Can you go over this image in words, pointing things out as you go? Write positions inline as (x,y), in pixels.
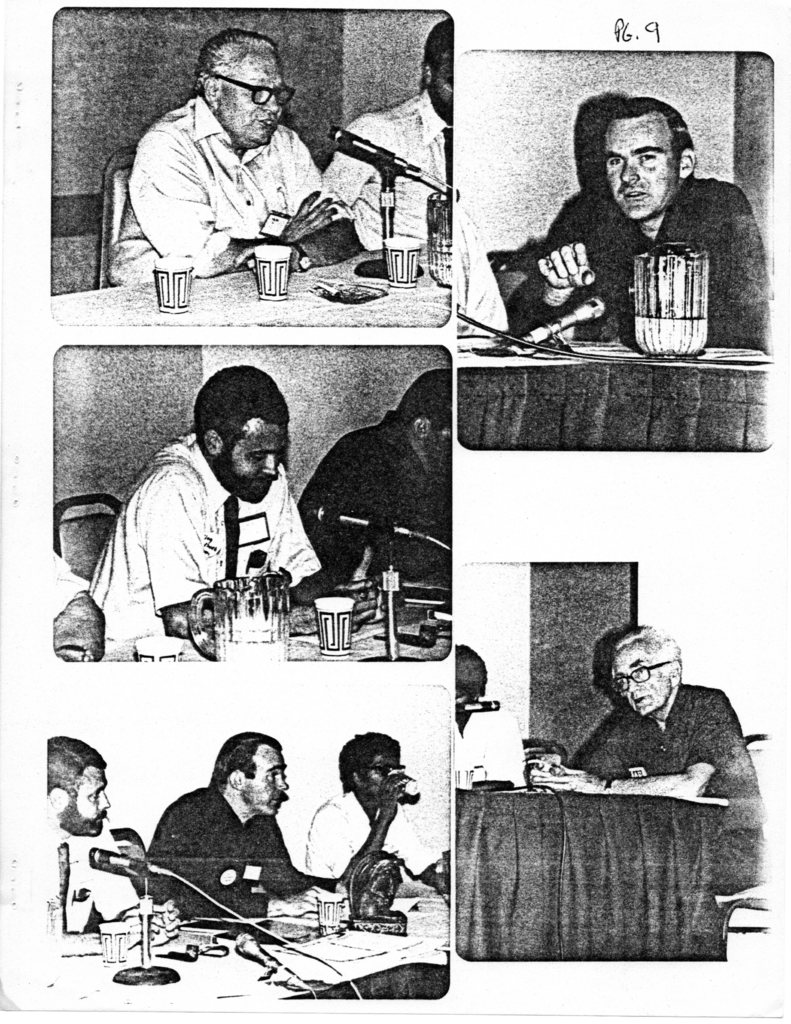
In the image we can see the image is collage of five pictures and there are people (284,878) sitting on chair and on table (327,936) there is mic (346,514) with stand (149,914). There are jug (200,643) and glasses (337,614) are kept on the table (492,849) and the image is in black and white colour.
